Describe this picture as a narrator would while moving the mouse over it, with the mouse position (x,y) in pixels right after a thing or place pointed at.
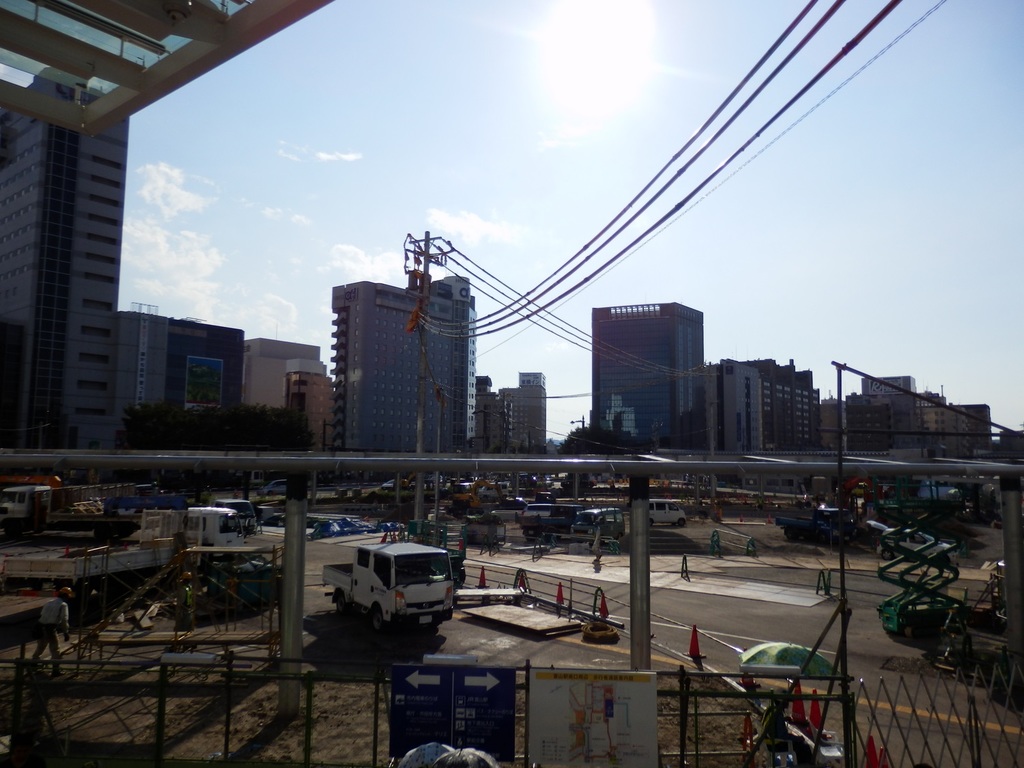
In this picture I can see there are few trucks (130,502) at left side (234,504) and there is a fence (592,593) around it and there are few vehicles (879,552) moving on the road (879,634) and there are few trees (214,441) in the backdrop (204,433) and there are a few buildings (399,351) and there are few glasses (651,383) and the sky (521,343) is clear.
